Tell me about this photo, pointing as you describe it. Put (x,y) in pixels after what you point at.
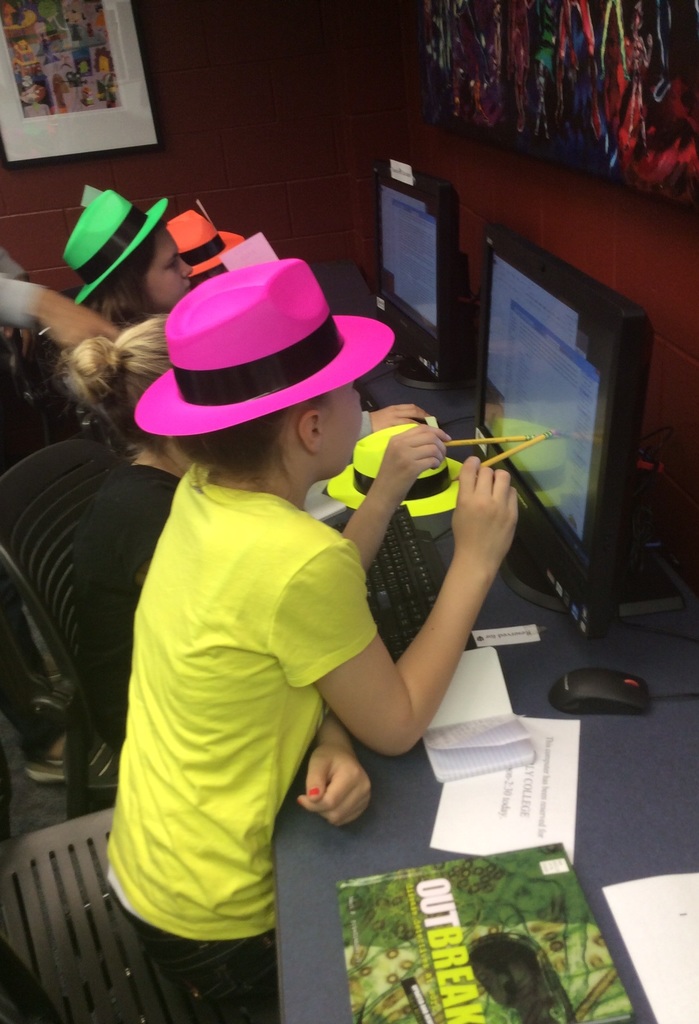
In this image we can see children (189,603) sitting on the chairs (68,632) and standing on the floor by holding pencils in their hands (440,431) and pointing to the desktop screens (436,321). In additional to this we can see wall hangings (82,75) and decors (463,53) to the walls (620,210) and stationery (467,743).
